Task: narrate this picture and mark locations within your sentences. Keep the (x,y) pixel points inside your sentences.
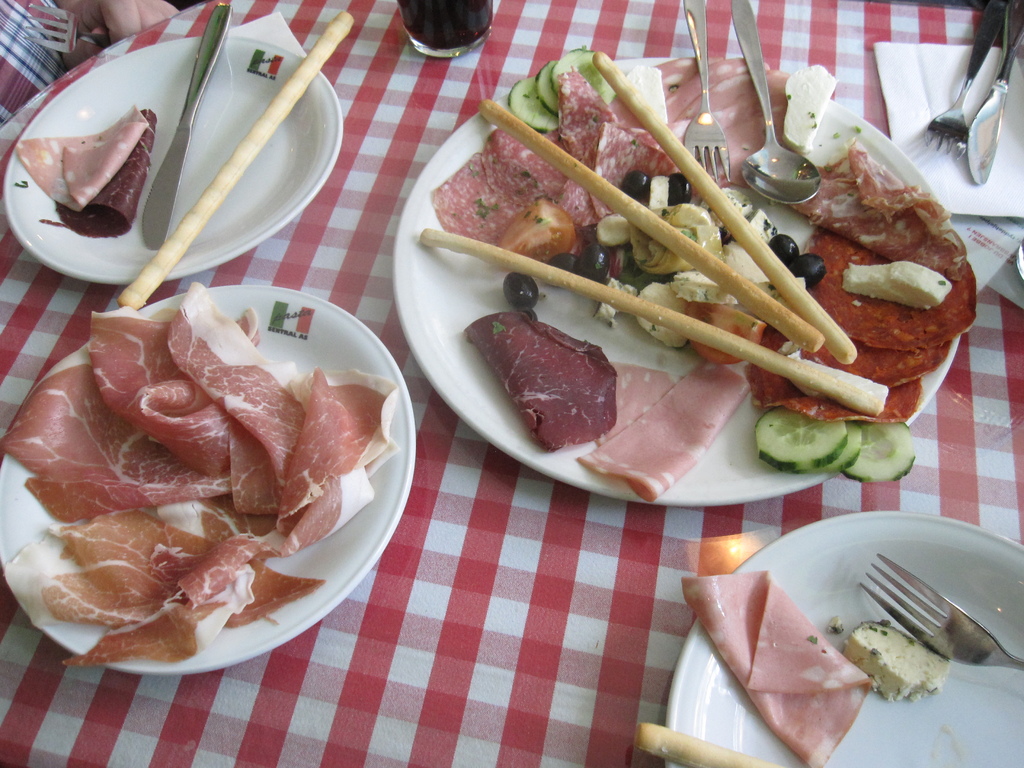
In this picture we can see plates (567,298) placed on a table (727,475) and food (608,265) on them we can see a fork (701,140), spoon (753,167) and a butter knife (169,184), here we can see a glass (455,23).
